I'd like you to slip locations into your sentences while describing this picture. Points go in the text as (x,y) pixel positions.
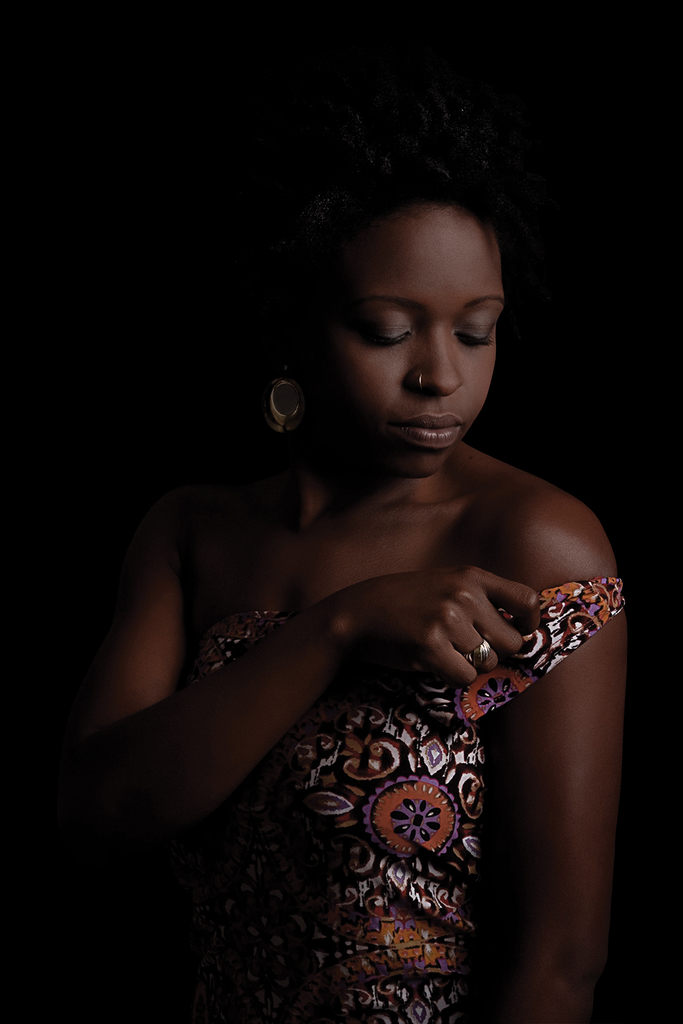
In this picture i can see a woman (455,603) is wearing an earring (295,401) and dress (421,911). The background of the picture (238,383) is dark.
